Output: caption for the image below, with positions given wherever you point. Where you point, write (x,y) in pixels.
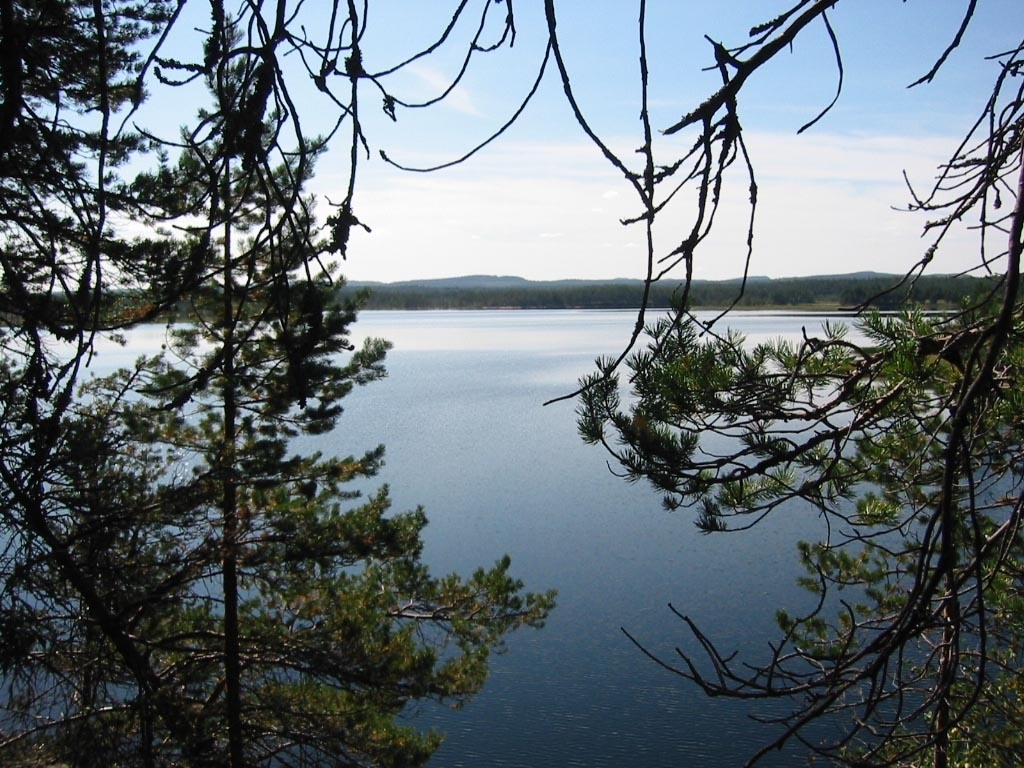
In this image I can see few plants (592,387) and trees (592,387) in green color. In the background (562,405) I can see the water (478,407) and the sky (520,138) is in blue and white color.
